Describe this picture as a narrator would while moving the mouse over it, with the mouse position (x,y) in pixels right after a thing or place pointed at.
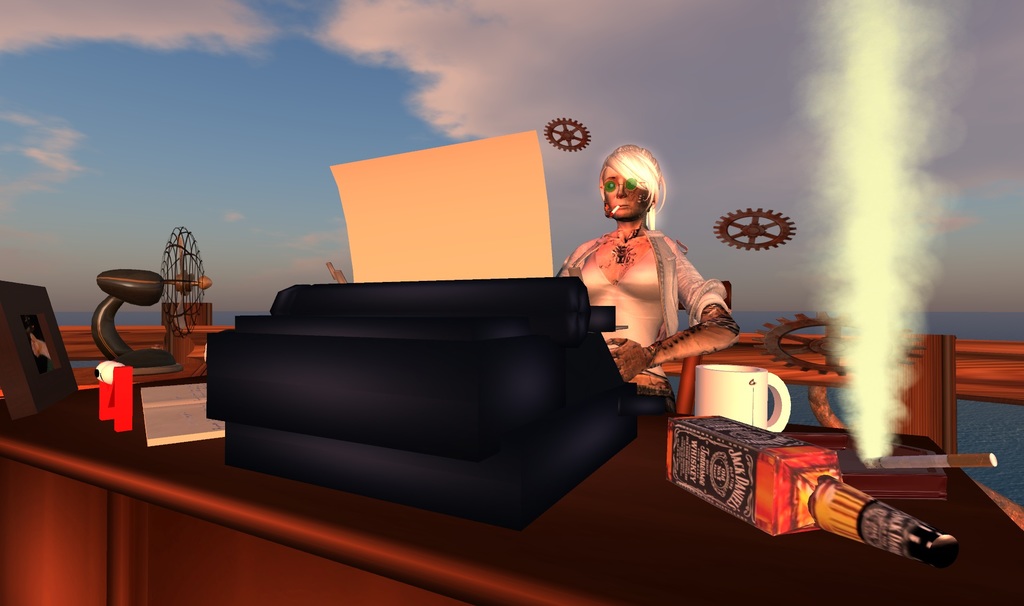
In this image I can see depiction picture. In the front (508,435) I can see a table (1005,592) and on it I can see a black colour typewriter (594,392), a bottle (687,430), a mug (770,375), a cigarette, a book (159,399) and few other things (22,310). In the background (94,266) I can see a woman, clouds (696,67), the sky (287,141), a fan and on the right side of this image (833,181) I can see smoke (898,14) and few round things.
